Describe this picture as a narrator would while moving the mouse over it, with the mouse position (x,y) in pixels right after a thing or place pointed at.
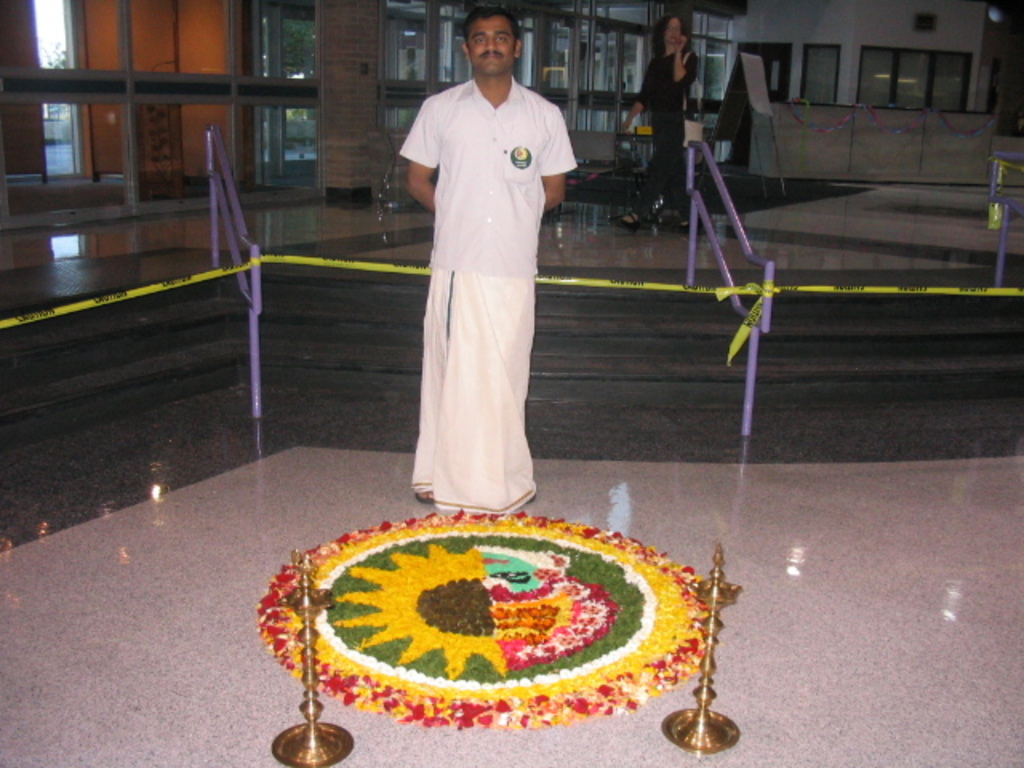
In this picture we can observe a man (466,242) standing wearing white color shirt (490,171) and a dhoti (468,325). He is smiling. In front of him there is a rangoli (454,599) on the floor (291,540). We can observe yellow color ribbon (198,278). In the background (663,56) there is another person (653,159) standing. We can observe glass doors (129,67) here.
